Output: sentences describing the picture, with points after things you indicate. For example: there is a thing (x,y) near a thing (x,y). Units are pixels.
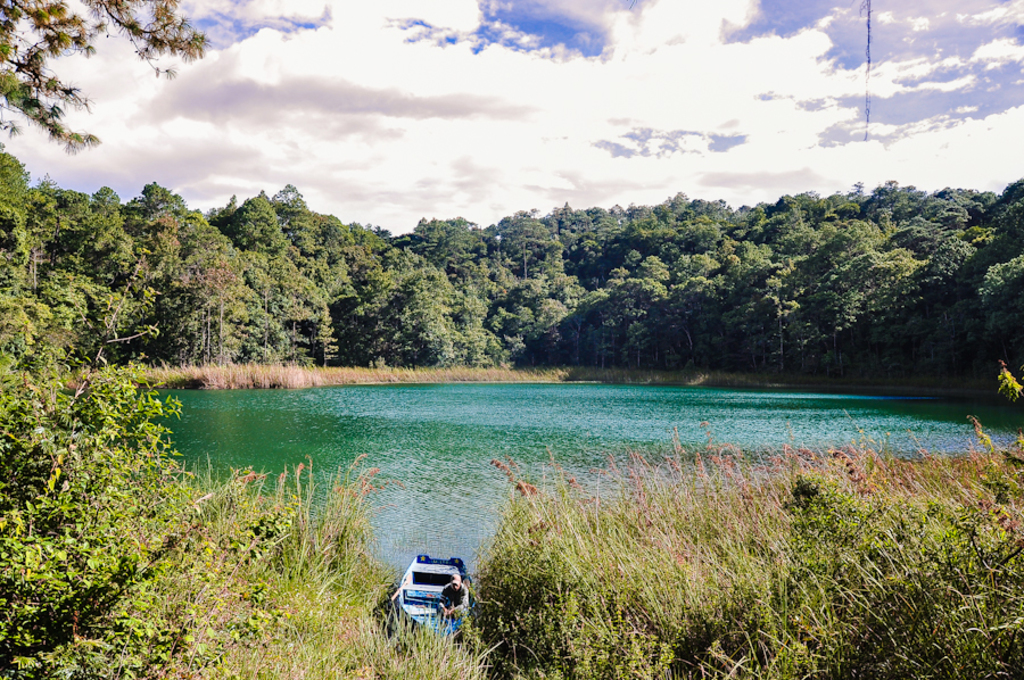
This image is an outside view. I can a lake (416,433) over here in the center of the picture (568,446) and I can see some trees (659,234) and I can see some grass (734,605) at the bottom of the picture (696,617) and I can see a boat (456,558) and a man (462,599) sitting on the boat (450,607).
